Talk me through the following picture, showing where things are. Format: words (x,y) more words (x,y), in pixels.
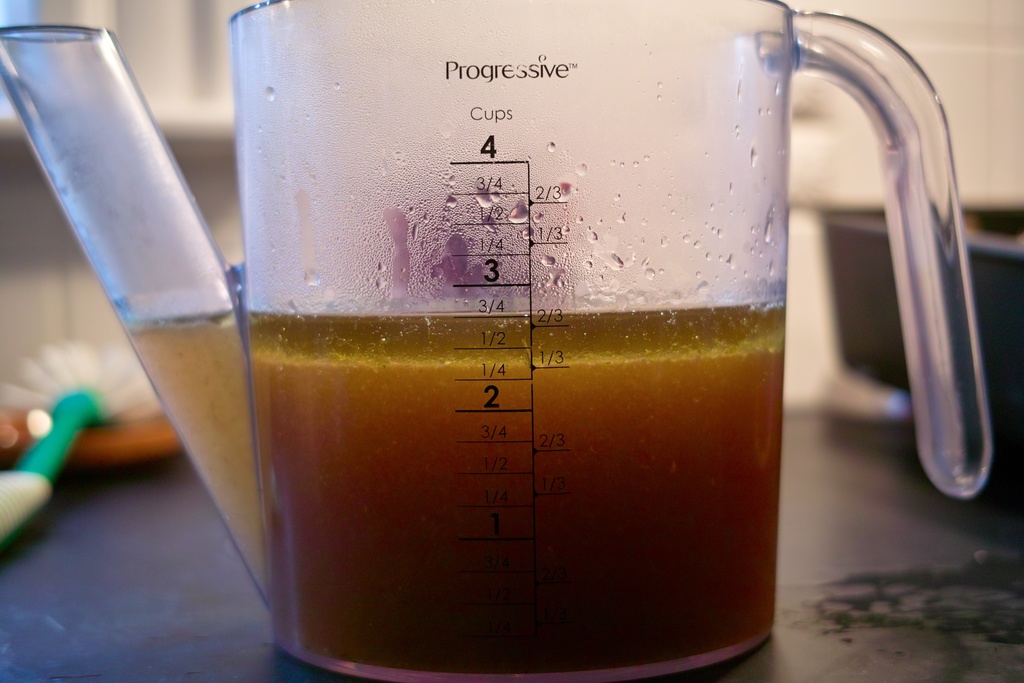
In this image I can see a jar (374,299) contain a drink (450,424) and the jar (442,426) is kept on the counter (74,574).
